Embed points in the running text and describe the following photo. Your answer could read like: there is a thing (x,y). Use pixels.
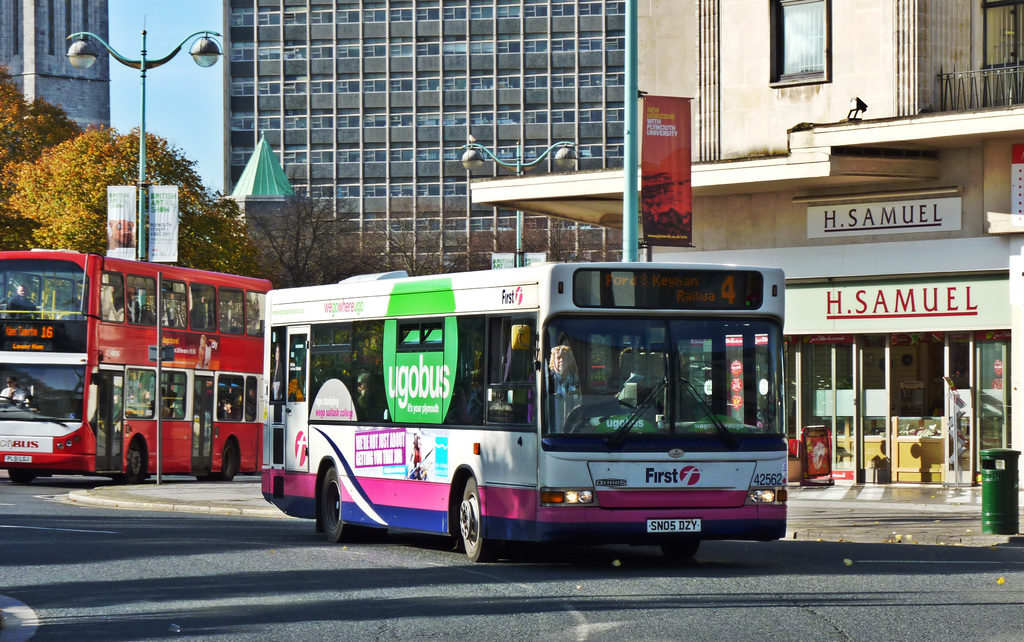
As we can see in the image, there are two buses (187,461) on road (164,565) and behind the bus (118,386) there is a street lamp (155,65) and trees (102,174) and there are few buildings (382,77) over here.
